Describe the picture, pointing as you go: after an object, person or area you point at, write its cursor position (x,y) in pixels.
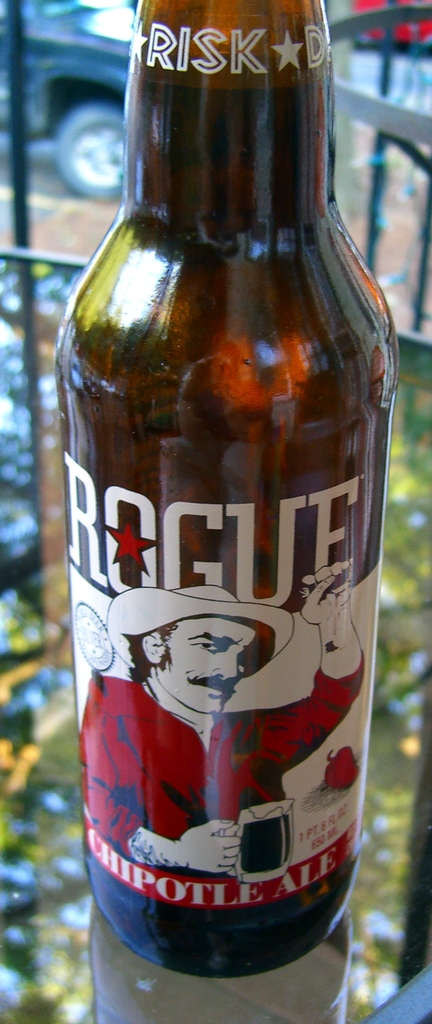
In this picture there is a bottle (307,90) of cool drink (189,97) and RISK word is written at the top of the bottle (240,135) and a poster (293,694) of the man (293,749) who is wearing a red shirt (293,723) and a hat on the bottle (289,681).
